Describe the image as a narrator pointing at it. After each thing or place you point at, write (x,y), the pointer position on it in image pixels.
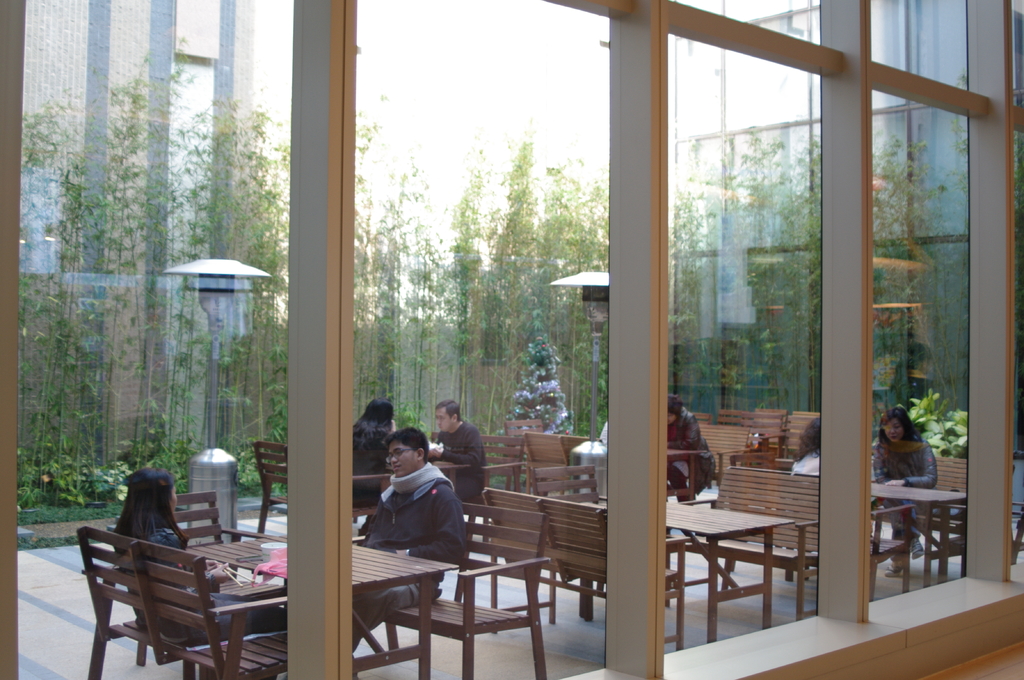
The picture is taken inside of the building (309,515) where there are benches (740,500) and tables (691,515) and at the left corner of the picture (249,612) two persons (125,529) are sitting on the table (358,573) and there is two lights (200,456) and there are trees (944,314) surrounded them and there are building (195,112) and there is one big glass window (897,560).
